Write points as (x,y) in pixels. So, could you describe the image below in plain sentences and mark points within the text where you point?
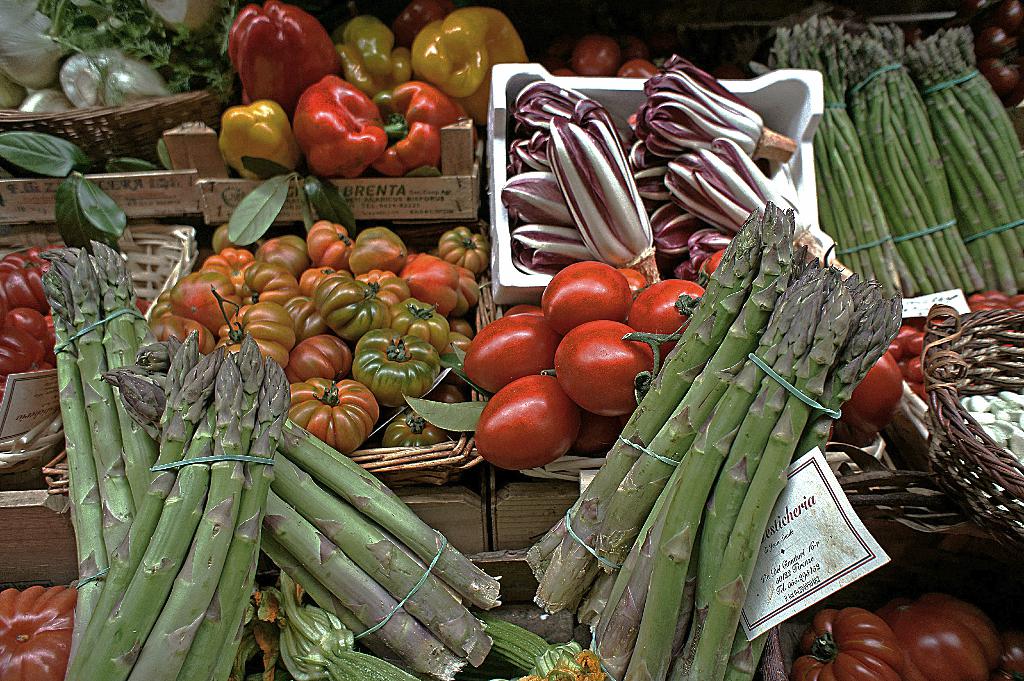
In this image we can see some vegetables (592,400) like tomatoes (505,395), capsicum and radicchio (599,227) which are placed in the baskets (444,453). We can also see some crops (206,594) which are tied with a thread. On the right side (751,608) we can see a paper (824,596) with some text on it.
